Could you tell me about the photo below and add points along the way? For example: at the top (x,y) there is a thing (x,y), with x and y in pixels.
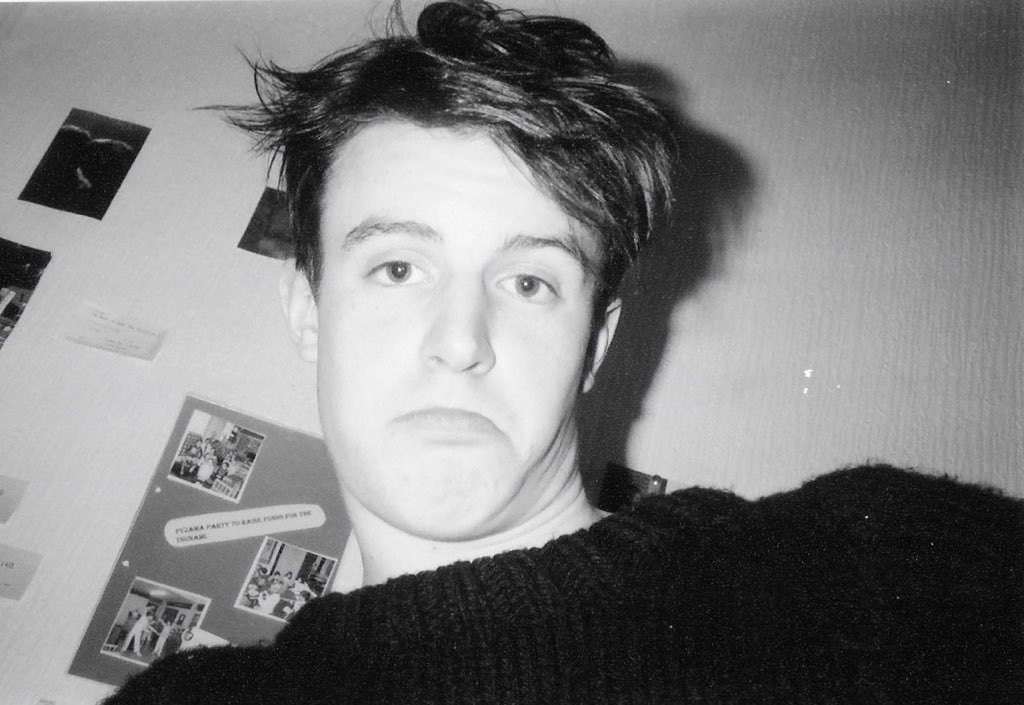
In the center of the image (491,468) we can see a man (448,509). He is wearing a black shirt (607,629). In the background (736,290) there is a wall (170,304) and we can see photos (176,464) placed on the wall (57,236).
